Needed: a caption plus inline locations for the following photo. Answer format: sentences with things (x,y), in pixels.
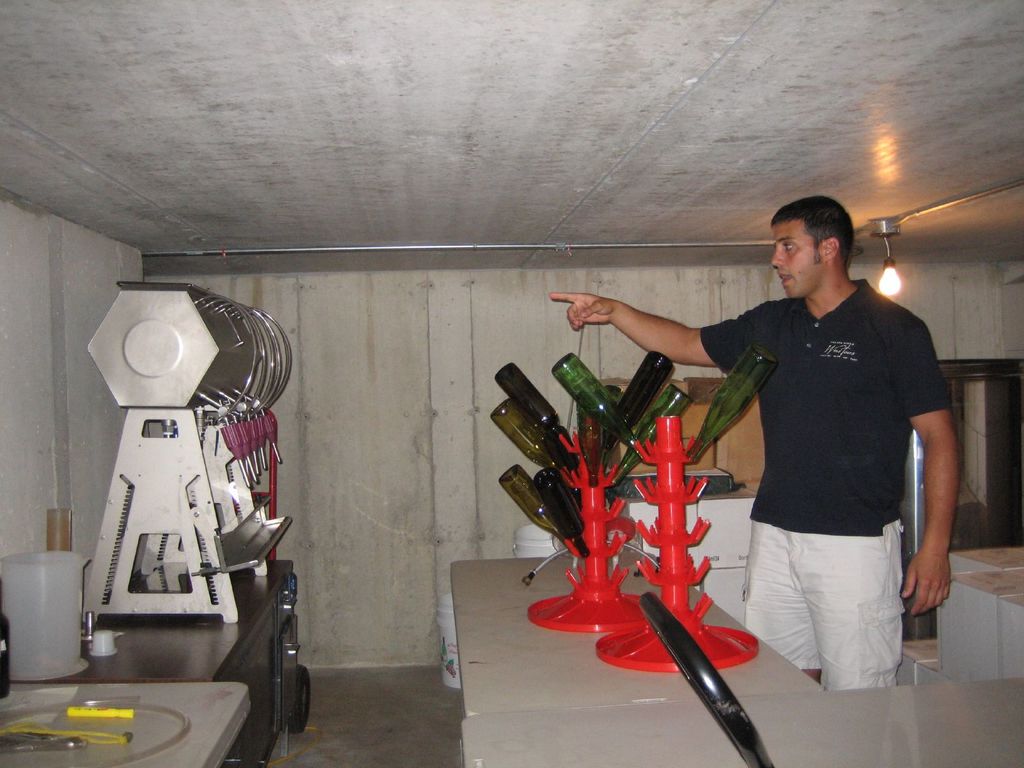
In this image there is a person (768,499) standing, in front of the person (757,559) on the platform (509,689) there are a few objects (244,507), around the person (790,371) there are walls (438,378), behind the person (648,346) there is a lamp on the ceiling (909,235).
